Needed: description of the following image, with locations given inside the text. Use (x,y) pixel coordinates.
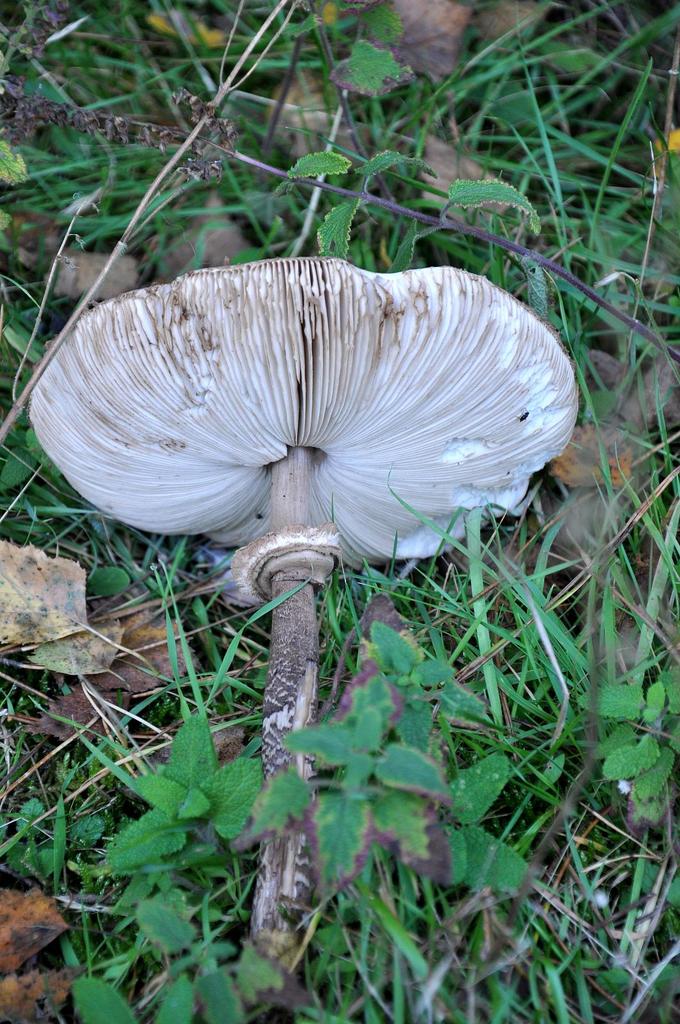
In this picture we can see a mushroom (289,456), plants (325,820), and grass (518,586).
